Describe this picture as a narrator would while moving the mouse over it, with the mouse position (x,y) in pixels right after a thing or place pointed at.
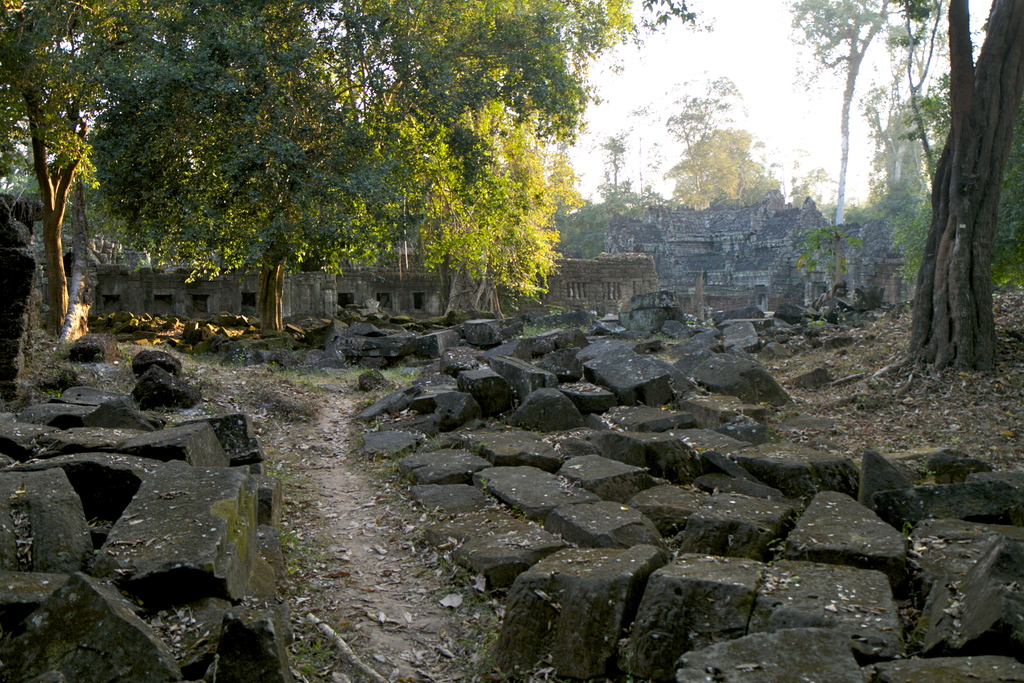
In the picture we can see a surface (483,576) which is covered with stones (872,530) which are black in color and some far away from it we can see two trees (283,320) and some rocks (386,349) near it and behind it we can see a old wall (645,278) and in the background (718,289) also we can see some old constructions (593,275), trees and behind it we can see a sky (665,115).
